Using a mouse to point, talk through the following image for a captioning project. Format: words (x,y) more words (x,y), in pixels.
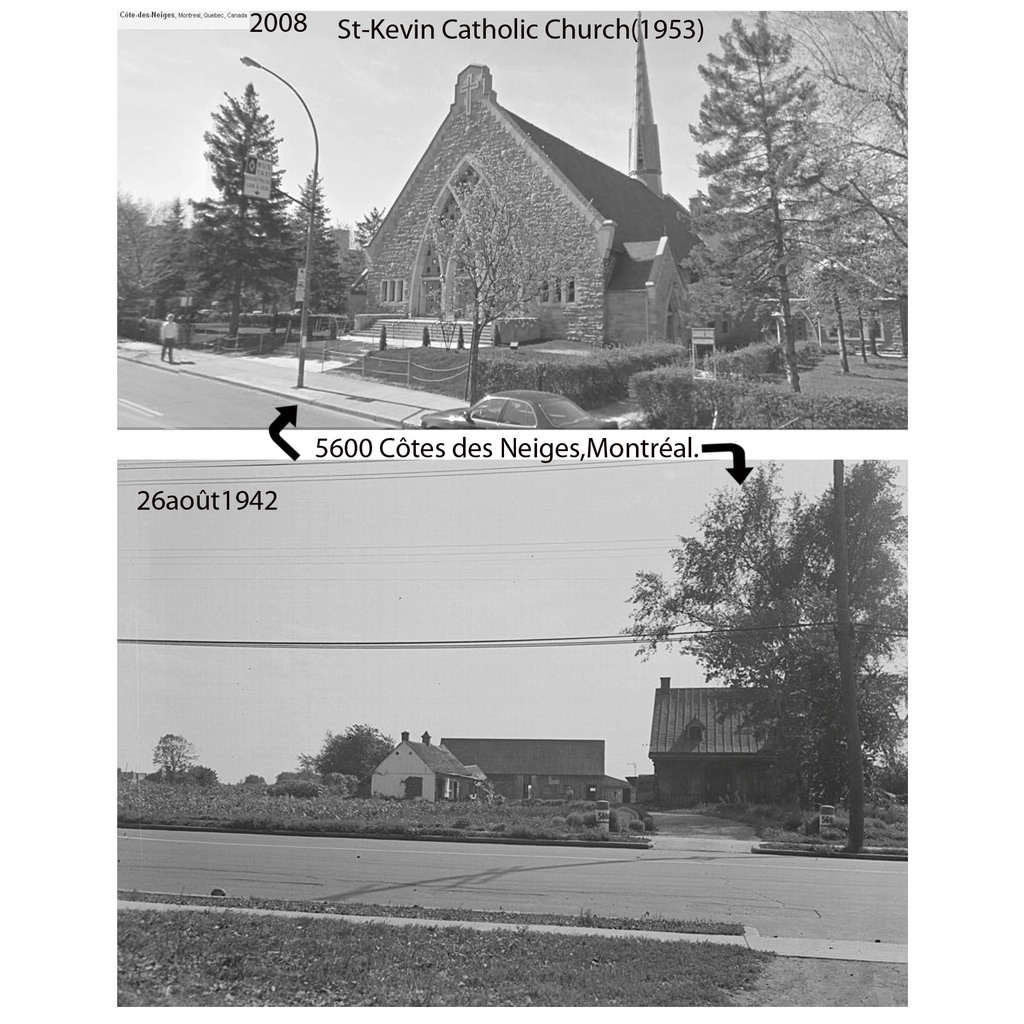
This image consists of pictures which are collage. At the bottom (286,995), there is grass (325,954) and road (617,857) along with houses (749,730). To the top (374,309), there is a church (388,330). Beside that there is a man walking on the pavement (223,368).
